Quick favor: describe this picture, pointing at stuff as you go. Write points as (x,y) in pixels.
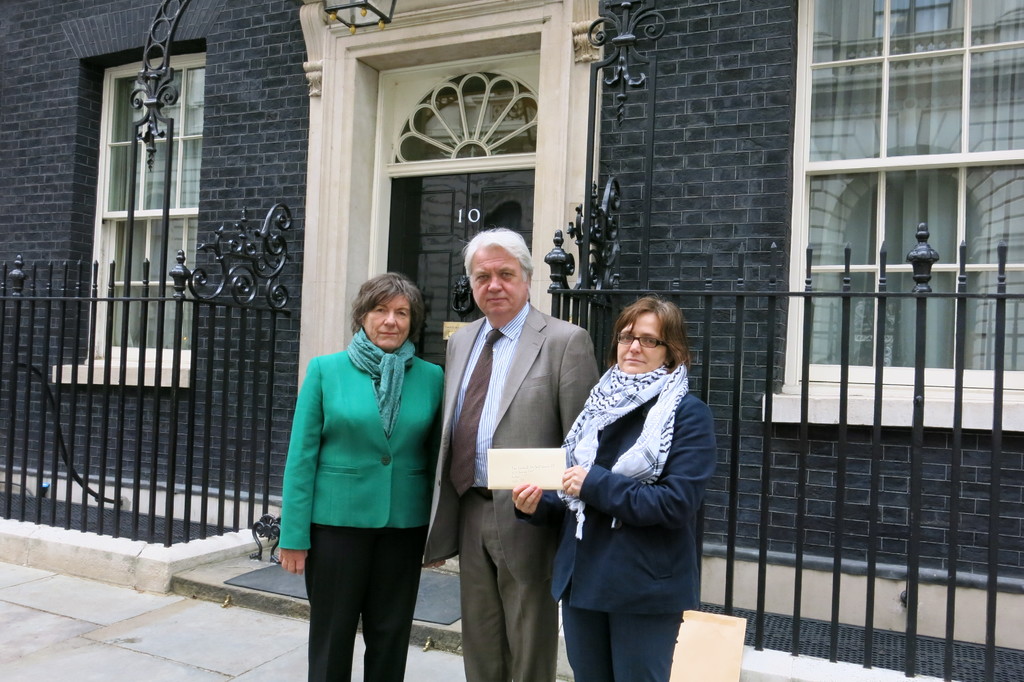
In the middle (469,276) a man (557,430) is standing he wore suit (511,499). Beside him two women (372,427) are standing, this woman (387,442) wore green color coat (400,439), this woman (616,487) wore blue color coat (611,519). Behind them there is a building (501,207) with glass windows (187,259).
